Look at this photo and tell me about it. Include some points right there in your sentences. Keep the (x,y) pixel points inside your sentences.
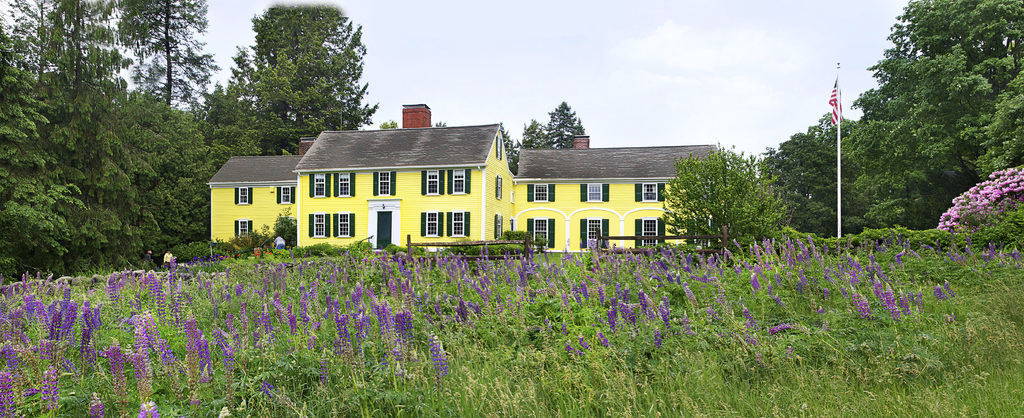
In this picture we can see plants (502,405) with flowers (628,290), flag (831,117), pole (839,217), fence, trees (861,197), houses (341,208) with windows (499,230), door (387,220) and some people (278,247) and in the background (758,49) we can see the sky (720,99).
